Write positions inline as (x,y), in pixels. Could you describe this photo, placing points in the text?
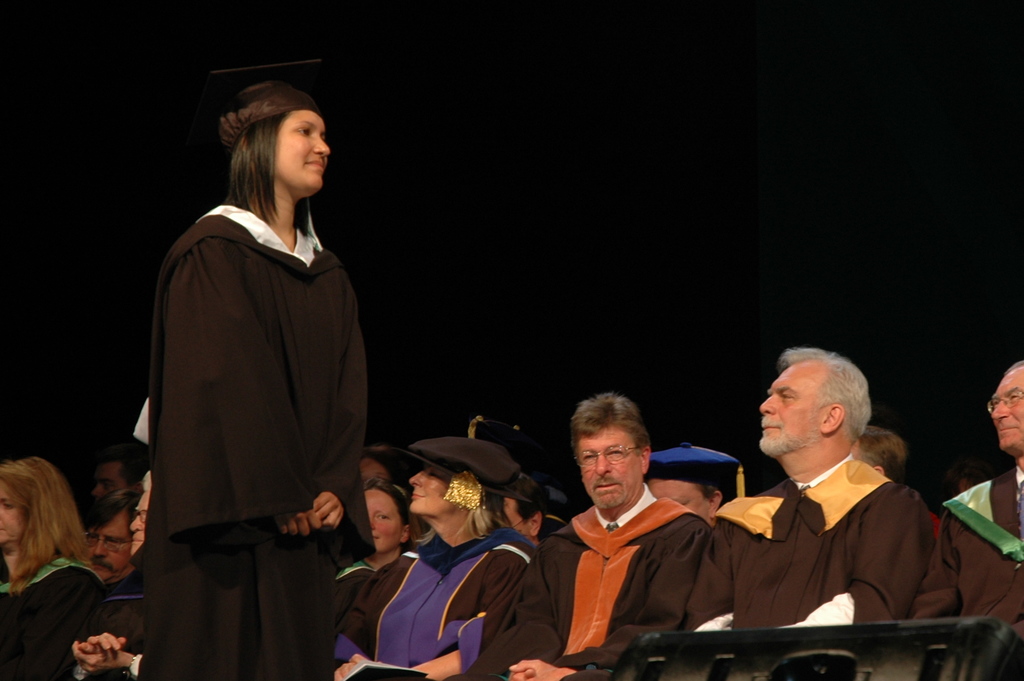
In this image we can see people (483,560) sitting on chairs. There is a lady (301,496) standing. The background of the image (612,216) is black in color.
